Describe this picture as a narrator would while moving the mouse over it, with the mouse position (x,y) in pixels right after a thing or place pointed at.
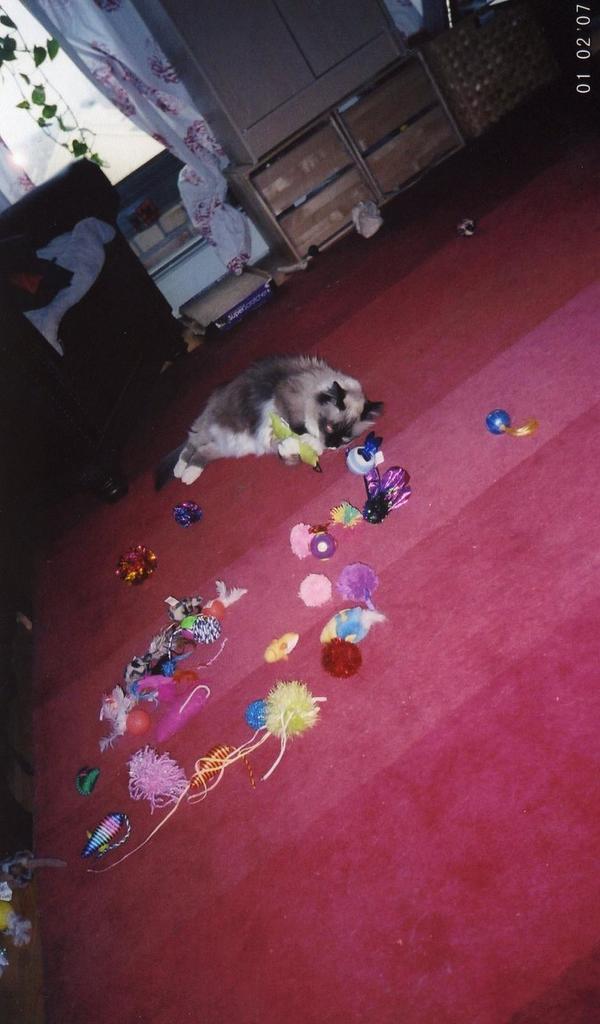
In this image, we can see an animal (345,435) is laying on the surface (498,469). Here we can see few decorative objects (206,625) and things (311,462). At the top (263,292) and left side of the image (165,114), we can see few objects (22,934), cupboards (327,197), curtains (193,209), plants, cloth (82,247), chair (48,298) and few things (167,265). On the right side (588,42) top corner, we can see the watermark (580,55). It represents date (584,76).
